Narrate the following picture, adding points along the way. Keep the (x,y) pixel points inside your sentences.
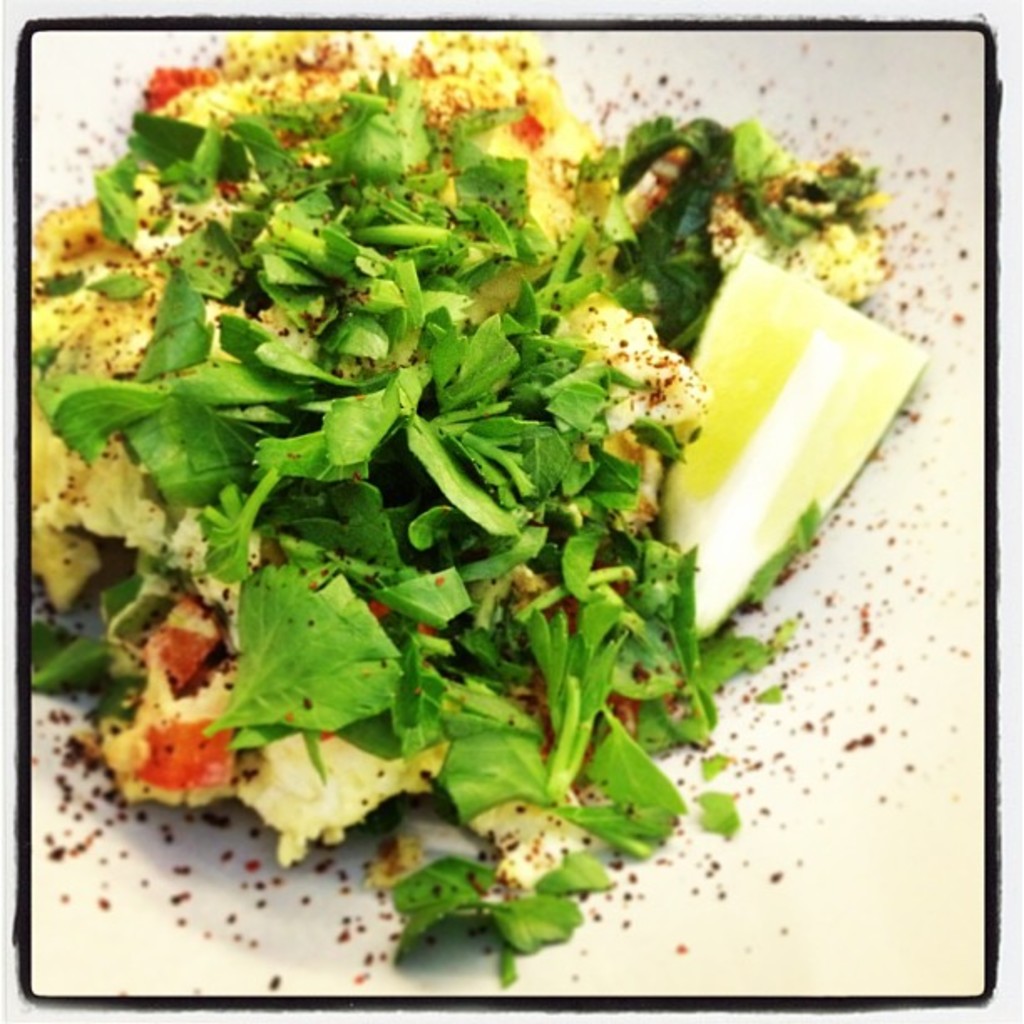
This picture contains green leafy vegetables (452,480) and other food items (539,579) in the image.
